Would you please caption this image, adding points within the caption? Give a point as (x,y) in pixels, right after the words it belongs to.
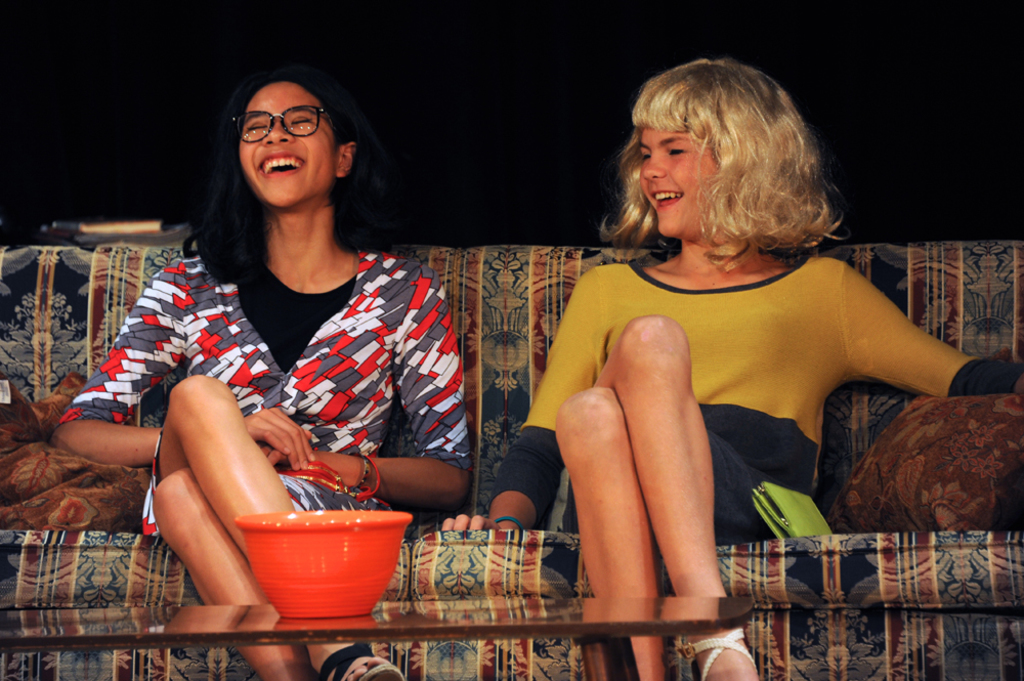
In this image I can see two persons (443,366) are sitting on a sofa (737,587) in front of a table (404,609) on which a bowl (353,587) is kept. In the background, I can see a dark color. This image is taken may be in a hall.
